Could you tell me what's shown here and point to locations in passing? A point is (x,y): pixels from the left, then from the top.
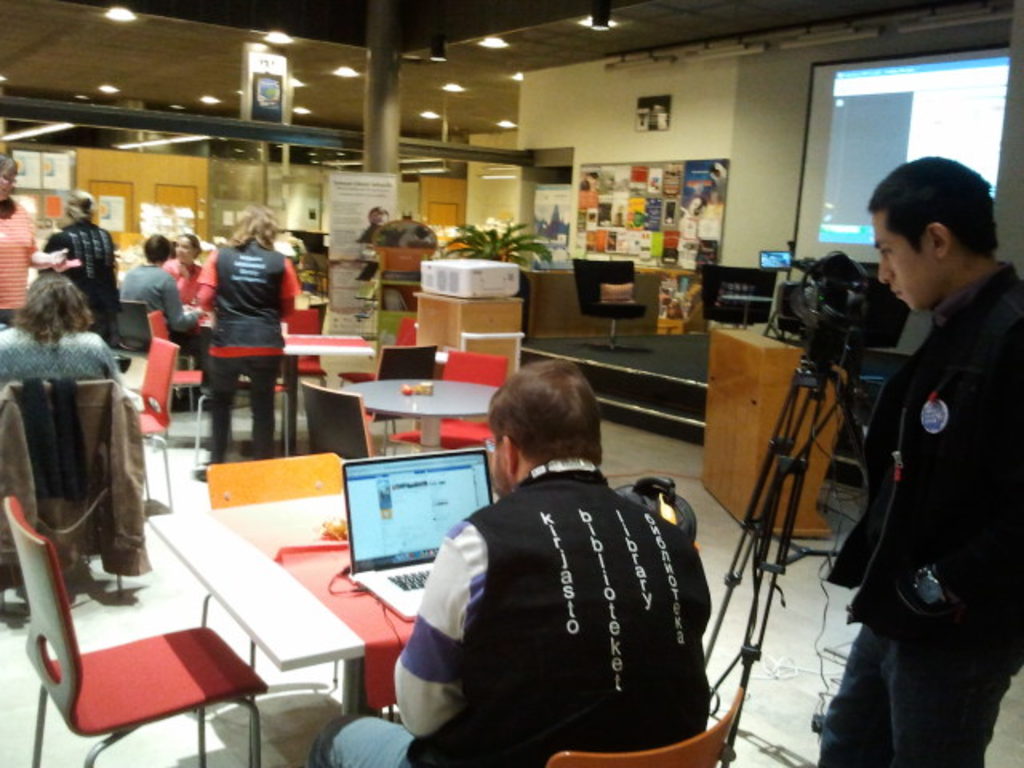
In this image I can see number of people (151,290) where few are sitting on chairs (626,758) and rest all are standing. I can also see few empty chairs (321,414), few tables (363,351) and on these tables (352,688) I can see a laptop (371,549), a wire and few other things (364,601). On the right side of the image (810,368) I can see a tripod stand (797,374), few wires (824,587) and on the stand (812,398) I can see a camera (812,269). In the background (756,374) I can see two brown colour tables (746,341), a projector machine (494,289), number of boards (361,300), number of posters (542,230), a plant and on these boards (262,78) I can see something is written. On the top side of the image (19,135) I can see number of lights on the ceiling (32,39) and on the top right side of the image (826,91) I can see a projector screen (866,203).
